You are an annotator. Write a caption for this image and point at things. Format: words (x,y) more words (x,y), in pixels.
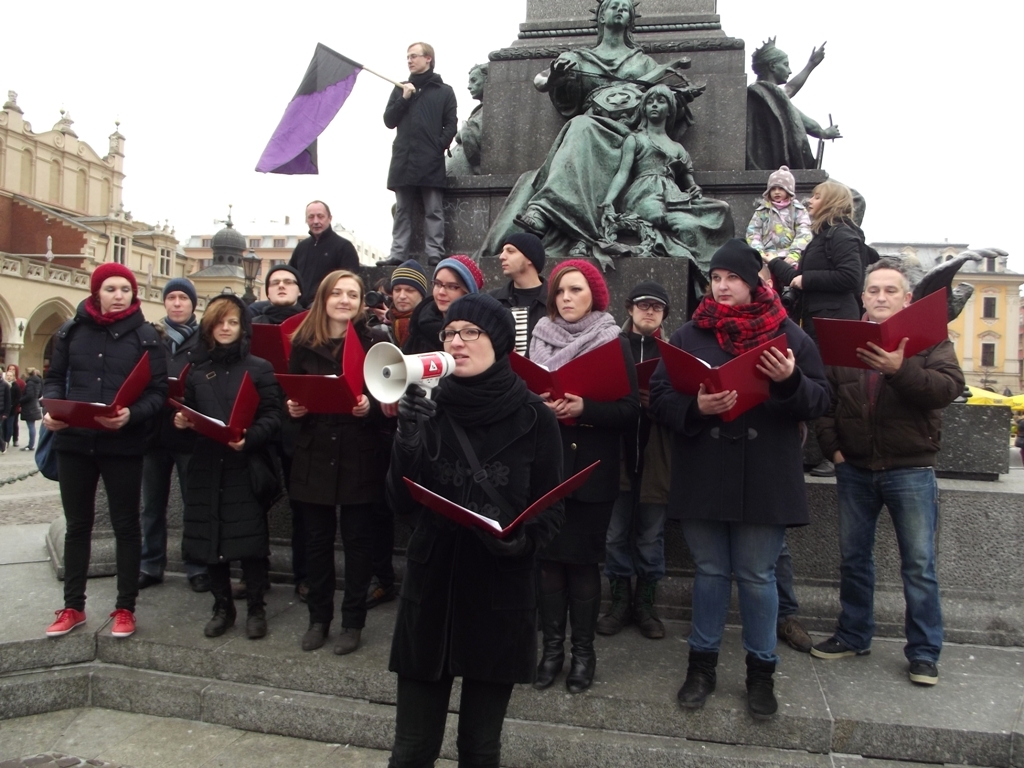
In the center of the image (510,365) we can see woman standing on the floor (568,737). In the background (655,190) we can see statues (628,178), person (429,139) holding flag (312,118), buildings (43,359), persons (311,266) and sky (879,84).
